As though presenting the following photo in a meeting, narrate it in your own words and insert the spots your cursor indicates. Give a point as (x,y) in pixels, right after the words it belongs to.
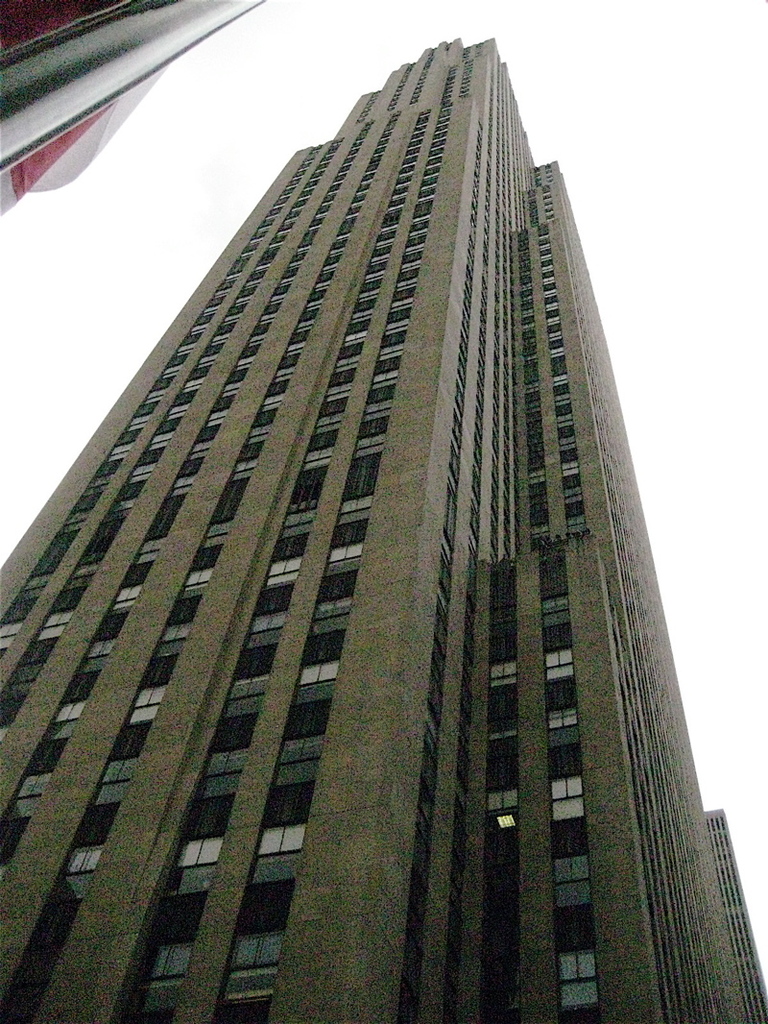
In this image I can see few buildings (357,735) which are black, white and cream in color. To the left top of the image (139,32) I can see an object (148,45) and in the background (732,353) I can see the sky (673,178).
